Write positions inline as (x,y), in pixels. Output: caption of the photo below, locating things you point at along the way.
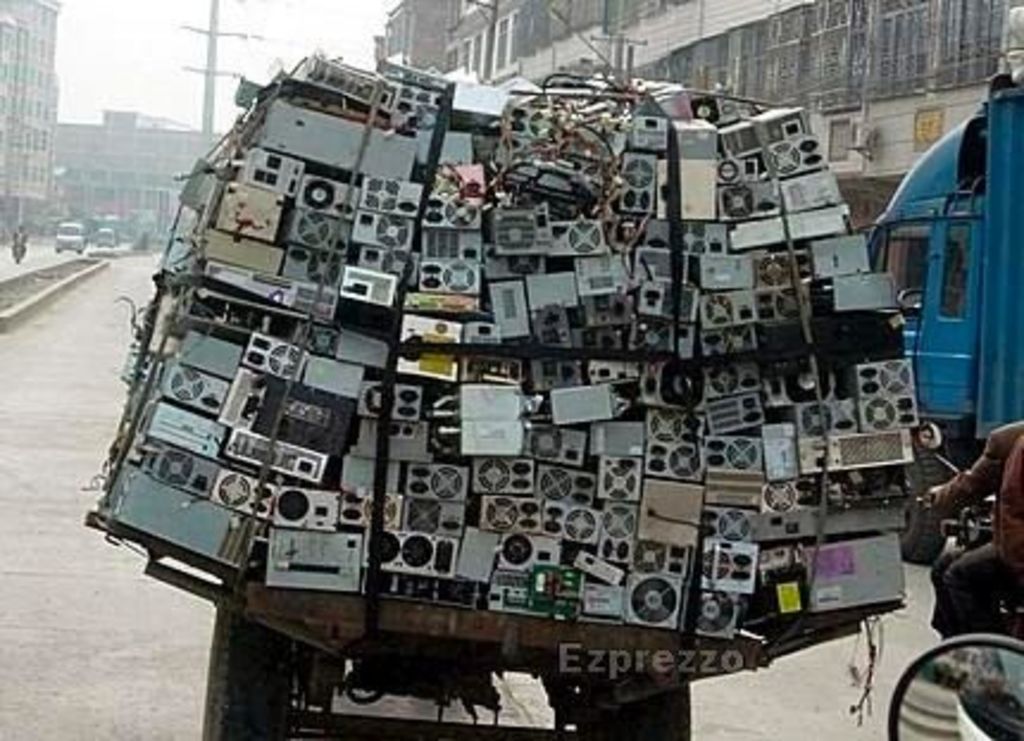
In this image there is a vehicle (485,331) in the middle (485,331) on which there is a dump (567,392) of all electronic gadgets (494,362). It seems like an e-waste (592,509). On the right side (963,331) there are few vehicles (963,331) on the road (918,610). In the background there is a pole (215,57) to which there are wires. There are buildings (54,89) on either side of the image. On the left side (36,252) there is a road (49,246) on which there are vehicles (74,234).
